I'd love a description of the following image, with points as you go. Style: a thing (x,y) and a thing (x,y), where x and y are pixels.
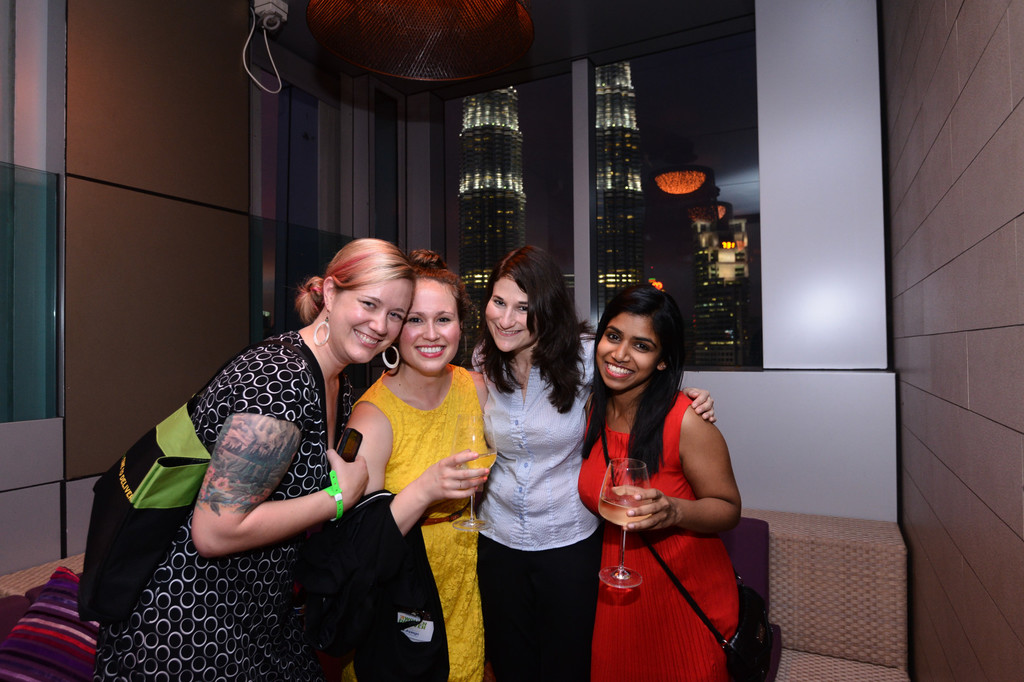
In this picture there are women (276,395) standing and smiling, among them there are two women (428,506) holding glasses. We can see sofa (67,652), wall (49,497), objects (71,597) and glass window (658,116), through this glass window (658,202) we can see buildings (619,183) and sky (703,129).
